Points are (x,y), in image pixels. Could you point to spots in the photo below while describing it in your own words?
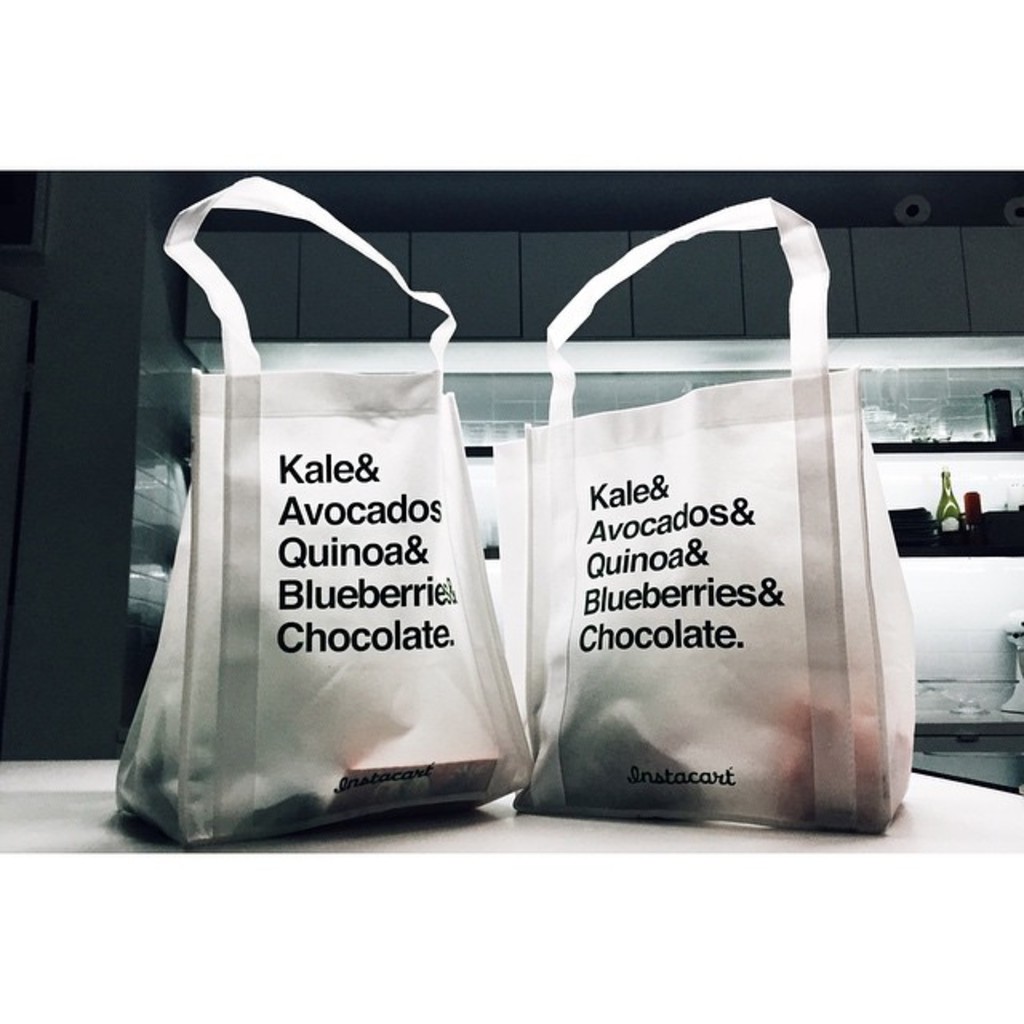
In the image there is a table (137,836) on table (133,839) we can see two carry bags (474,722) on which it is labelled as 'kale & avocados'. In background (960,490) we can see a bottle (959,503) and shelf (1012,445).
